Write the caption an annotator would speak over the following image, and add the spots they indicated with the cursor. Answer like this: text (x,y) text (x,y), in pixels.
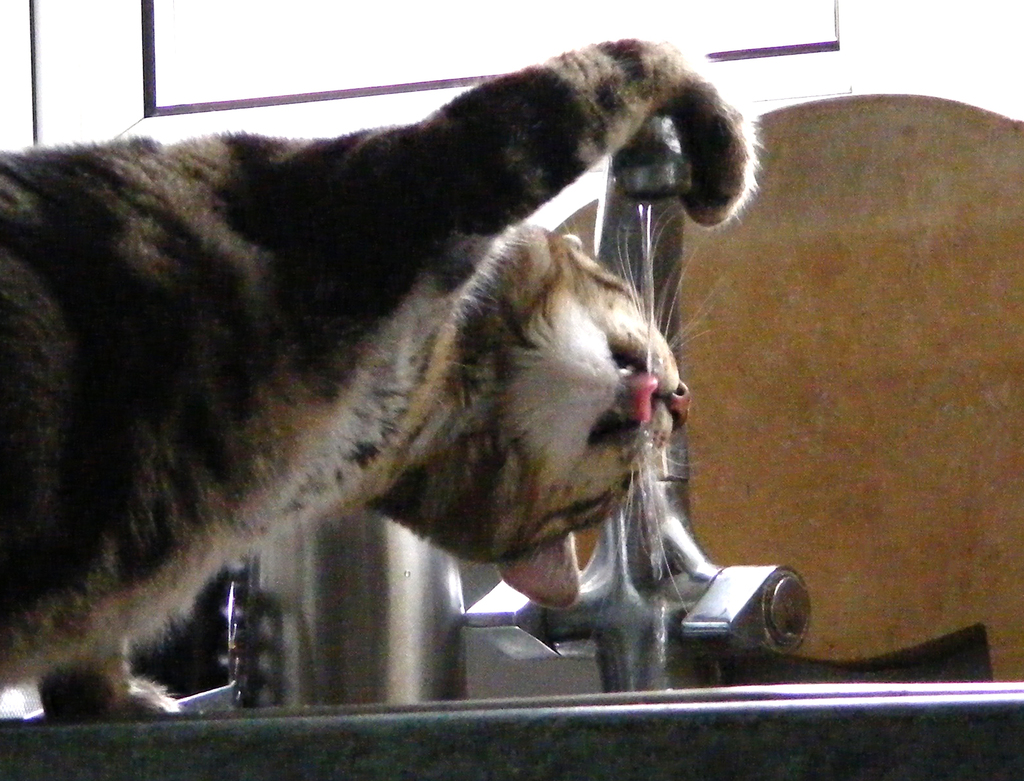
In this picture there are cat (94,233), tap (636,605), water (646,295) and other objects (374,579). At the top (423,50) there is a window (555,36).
